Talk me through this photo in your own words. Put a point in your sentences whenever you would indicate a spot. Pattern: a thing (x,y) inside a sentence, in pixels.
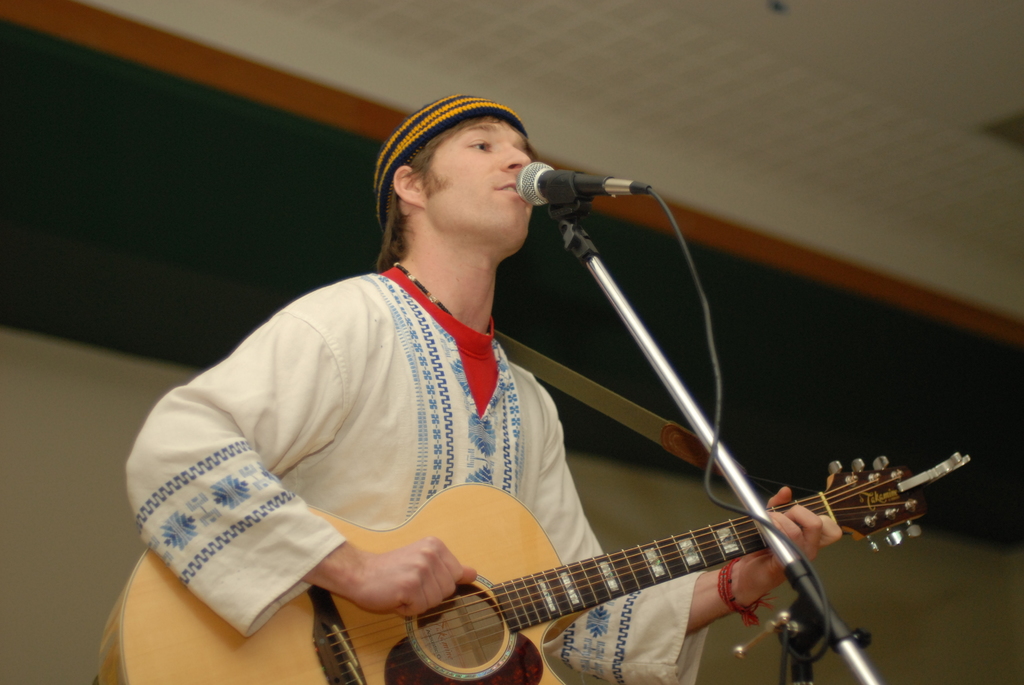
This person (394,568) holding guitar (498,542) and singing. There is a microphone (544,189) with stand (844,639).
